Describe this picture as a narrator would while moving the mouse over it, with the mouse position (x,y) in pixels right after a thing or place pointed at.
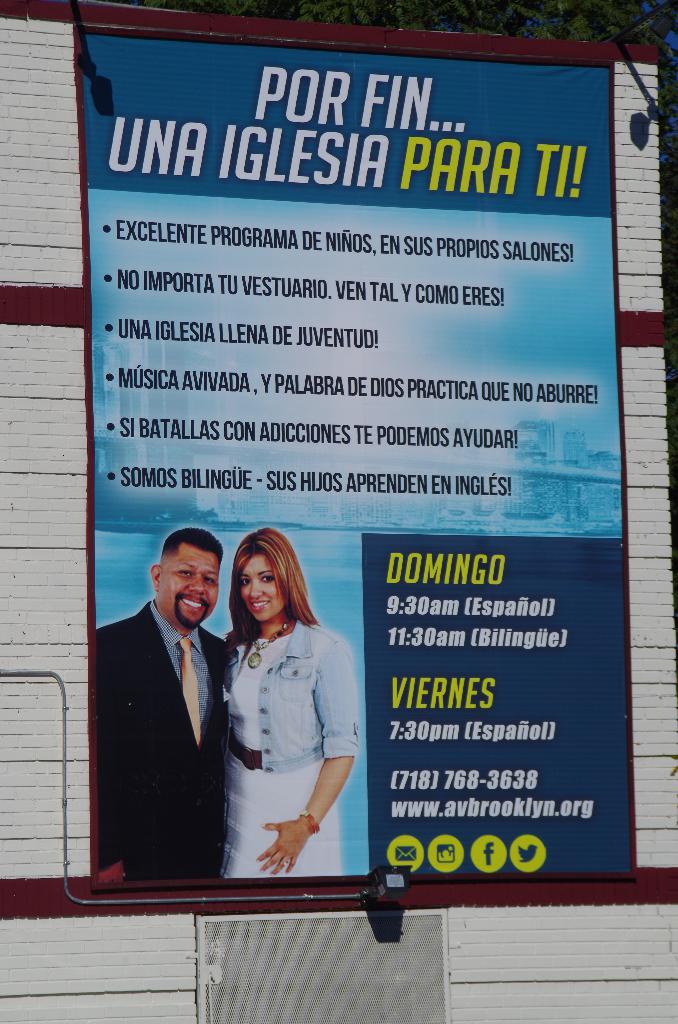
In this image in the center (304,496) there is a banner (421,457) with some text (479,783) written on it, and on the banner (275,617) there is a image (165,703) of man (215,734) and a woman (255,745) smiling.
